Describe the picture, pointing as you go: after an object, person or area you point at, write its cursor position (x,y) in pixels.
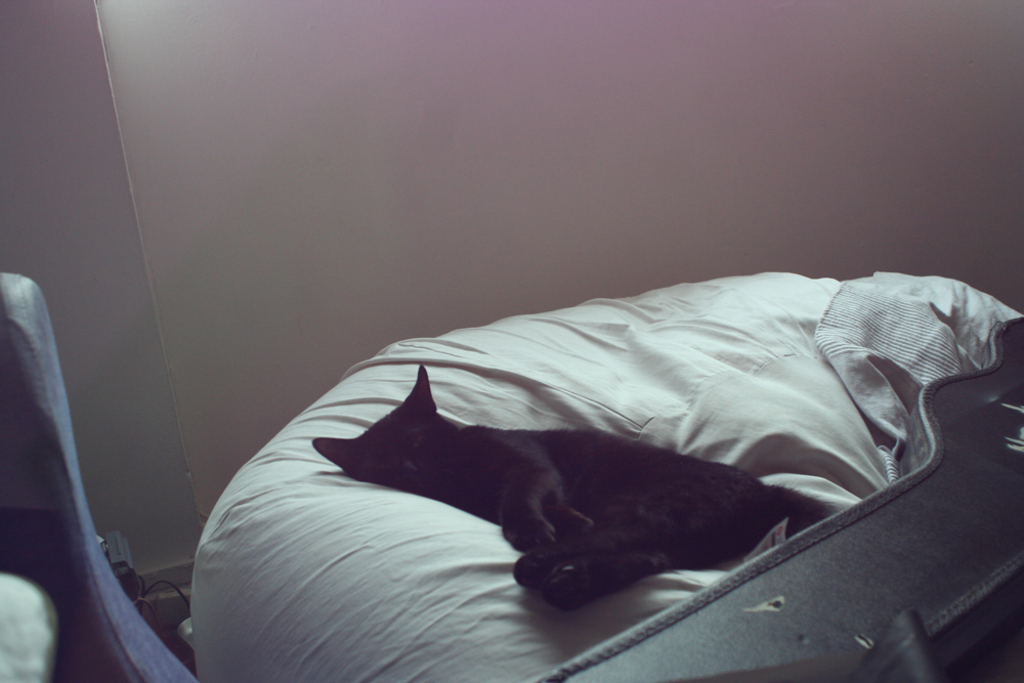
In this picture we can see a cat (669,459) laying on the bed (653,437).
